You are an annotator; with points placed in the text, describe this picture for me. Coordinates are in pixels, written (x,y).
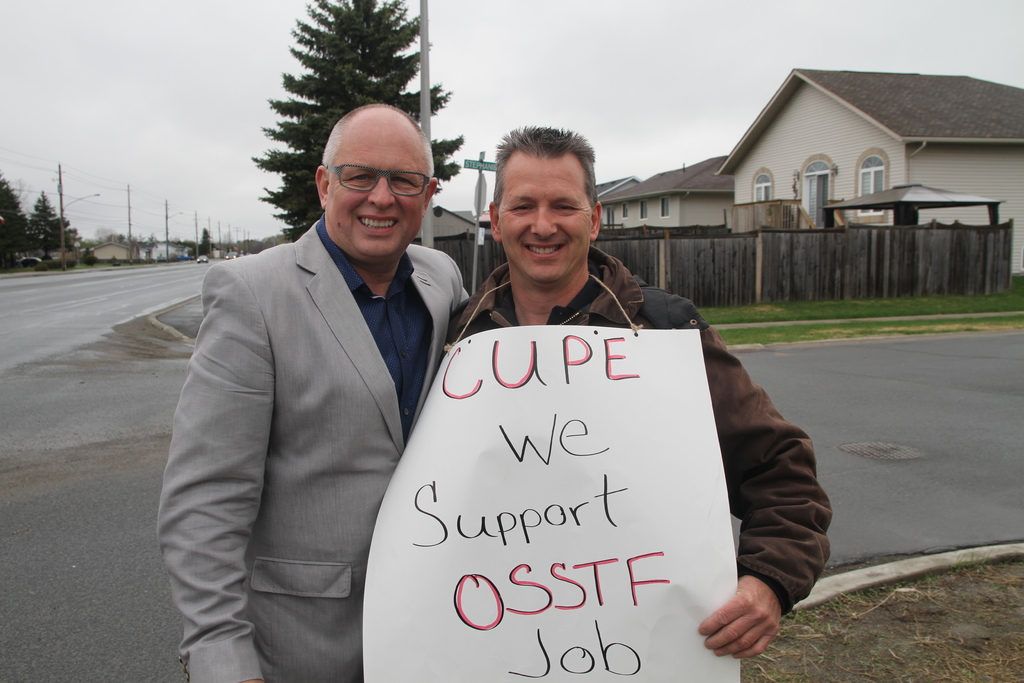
In the picture we can see two men (368,481) are standing together and smiling and they are holding a white color paper (505,674) written on it as cupe we support osstf job, behind them we can see a road (863,555) and some grass surface (970,586) and a wooden wall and behind it we can see some houses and near the wall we can see a pole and some tree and a road (950,350) beside it and on the opposite side also we can see some poles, trees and houses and in the background (644,153) we can see a sky (79,169).
